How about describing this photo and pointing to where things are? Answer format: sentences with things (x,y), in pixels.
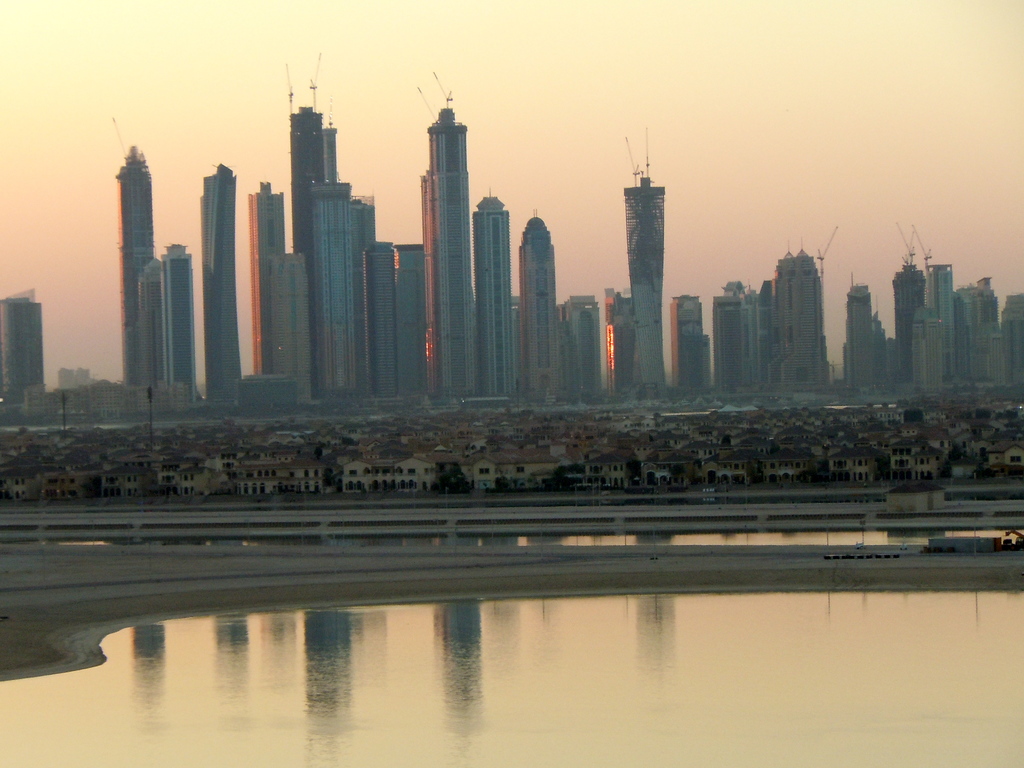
In this image we can see water (583,634), ground (689,563), many buildings (560,464) and sky (535,140) in the background (537,262).
